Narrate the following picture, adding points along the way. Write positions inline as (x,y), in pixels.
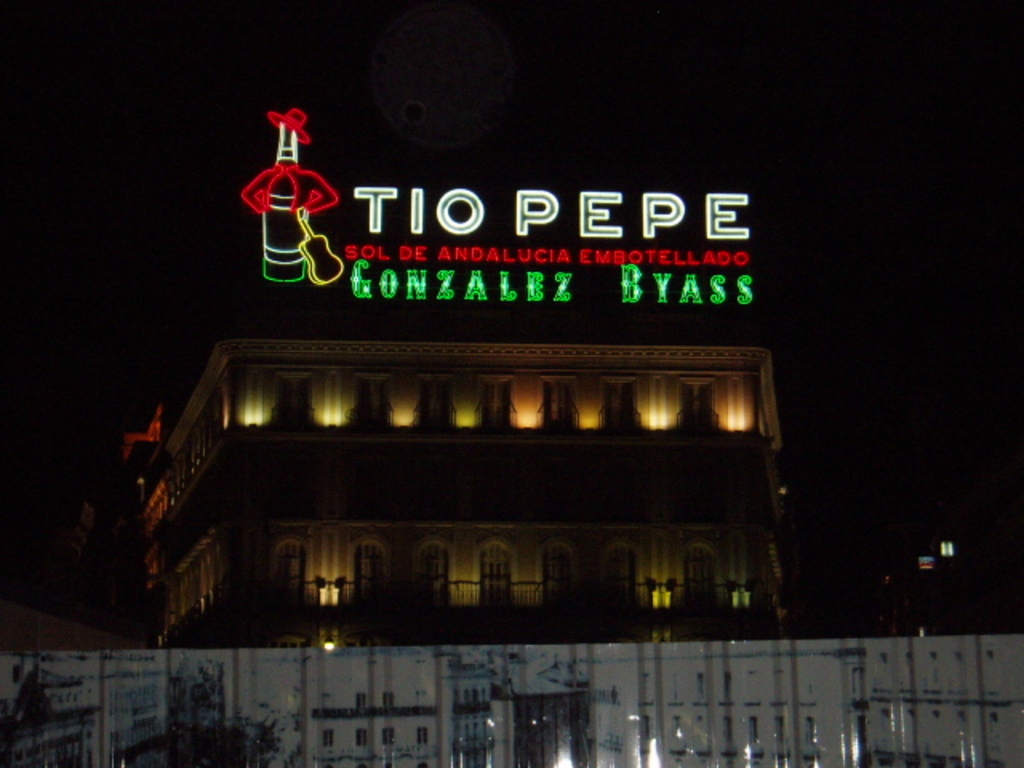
In the image I can see a building (559,562) and these are the windows (355,409) of the building (474,452). I can see LED text (476,229) and the dark background (687,154).
